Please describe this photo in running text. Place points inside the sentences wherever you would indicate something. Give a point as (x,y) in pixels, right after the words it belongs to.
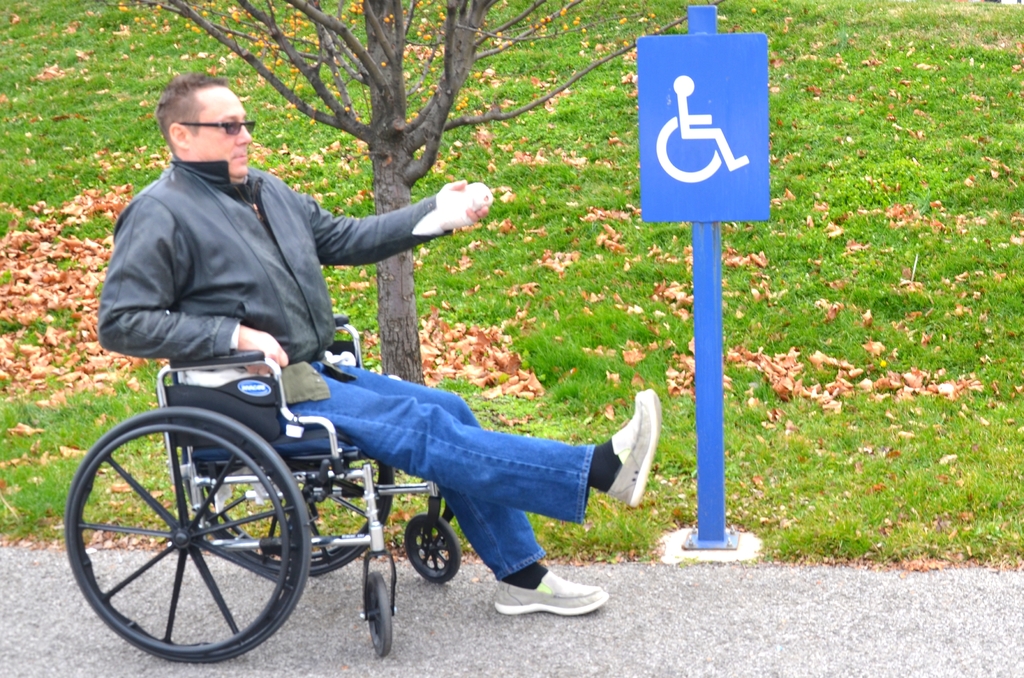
In this image we can see a person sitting on the wheel chair (357,486), there is a pole (707,26), on the pole (717,228), we can see a board (722,195), there are some leaves (75,255) and grass (76,175) on the ground (283,149), also we can see a tree (415,280).
